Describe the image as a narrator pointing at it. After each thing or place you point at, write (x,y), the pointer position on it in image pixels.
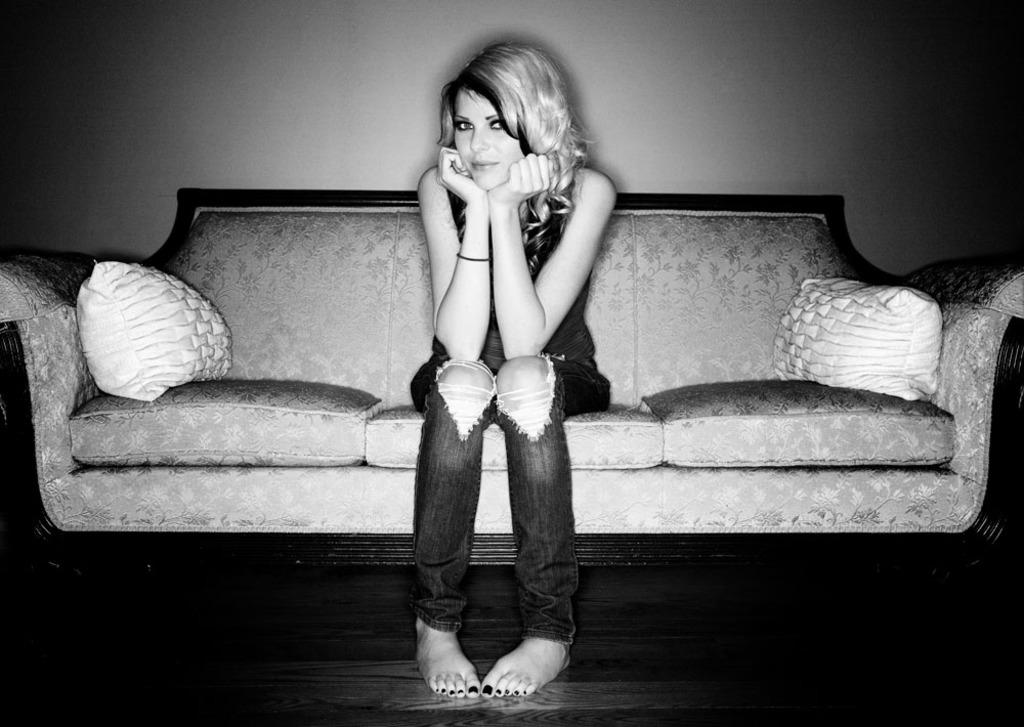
In this image I can see a person (511,437) sitting on the couch (567,434). I can see two pillows (225,342) and a wall (200,178). The image is in black and white.
